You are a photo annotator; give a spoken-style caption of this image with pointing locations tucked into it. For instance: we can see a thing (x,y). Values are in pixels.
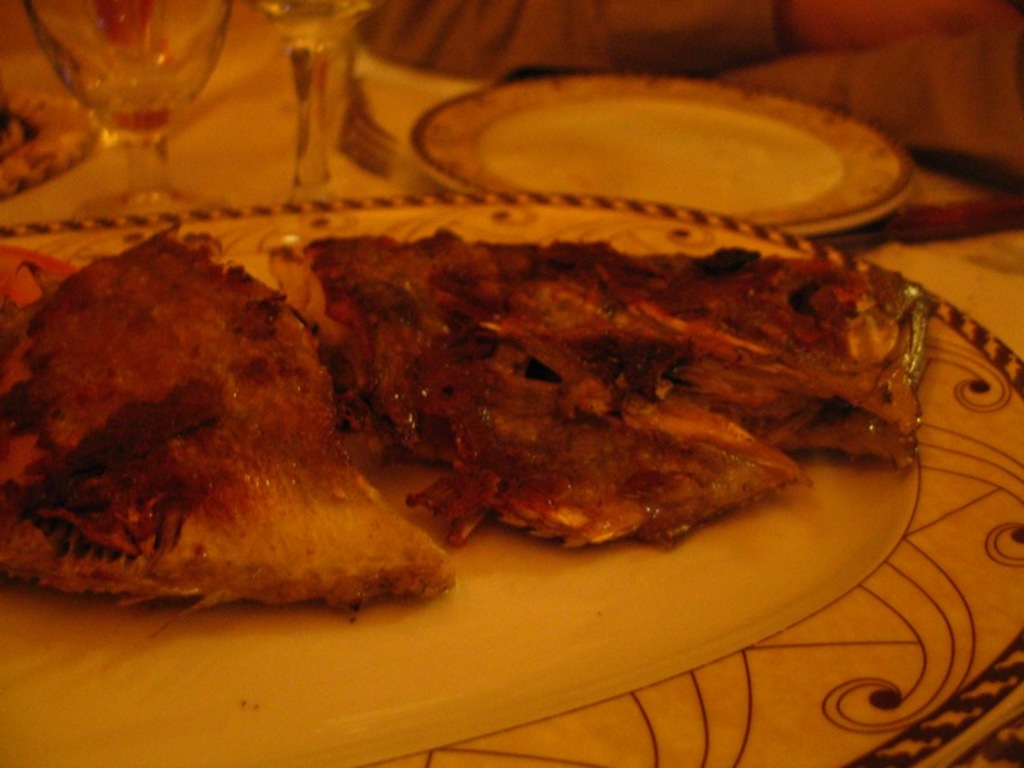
In this image I can see a table (254,187), plates (87,129), glasses (111,71), food (41,287), person hands (900,4) and objects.
